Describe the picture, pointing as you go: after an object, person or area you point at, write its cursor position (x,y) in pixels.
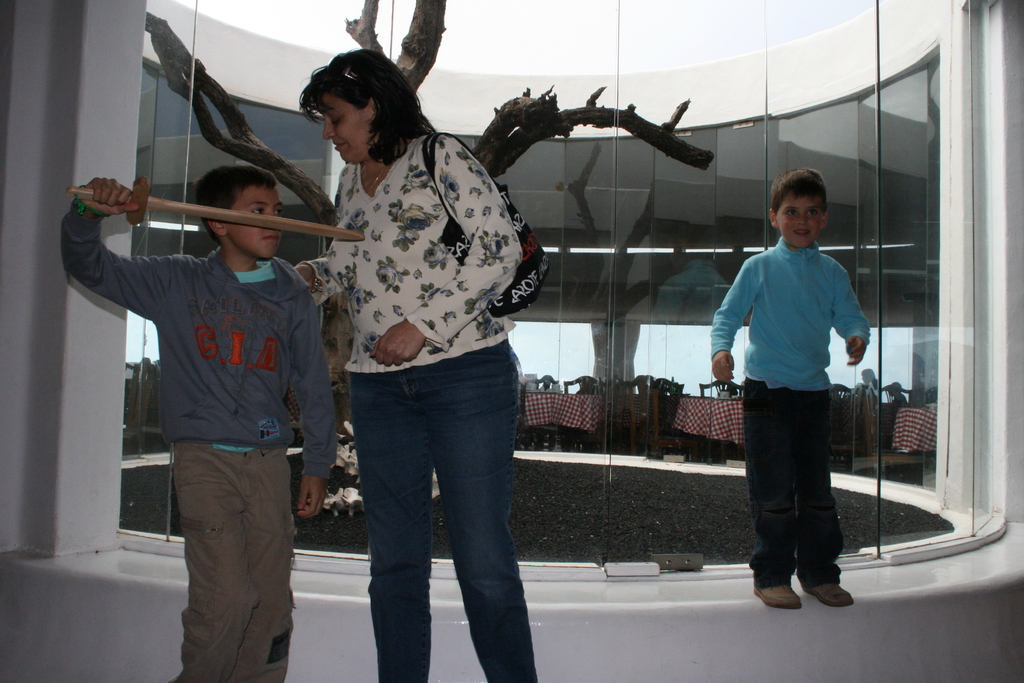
In this image we can see a woman (408,285) is standing. She is wearing white color top (431,256) with jeans (456,440) and carrying black bag (512,313). Left side of the image (247,327) one boy (245,366) is there. He is wearing grey color t-shirt (239,389) with brown pant (243,531). Right side of the image (800,276), one more boy (796,351) is there. He is wearing blue color t-shirt (778,352) with black pant (809,447). Behind them, a glass window (685,253) is there. Behind the window (582,228), bark (517,114) of a tree (246,154) is present. We can see tables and chairs (637,384) also.
